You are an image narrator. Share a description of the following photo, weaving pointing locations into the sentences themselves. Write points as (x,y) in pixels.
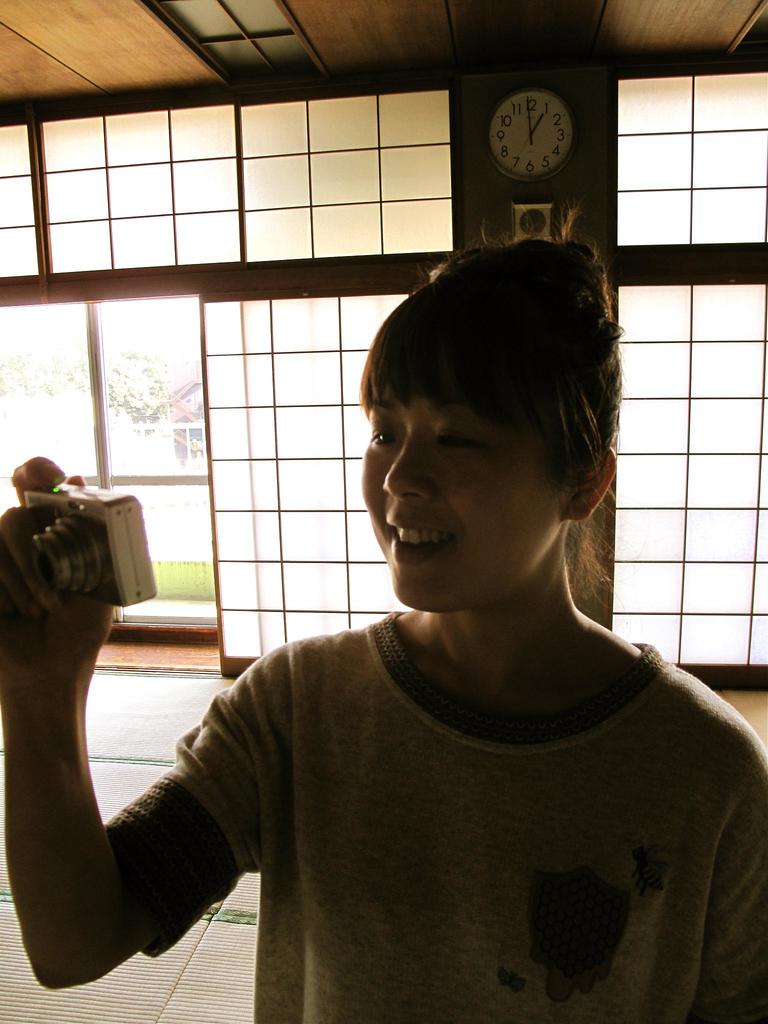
In this image we can see a woman (84,717) holding a camera (138,575). At the background (564,157) there is a watch (540,128).
